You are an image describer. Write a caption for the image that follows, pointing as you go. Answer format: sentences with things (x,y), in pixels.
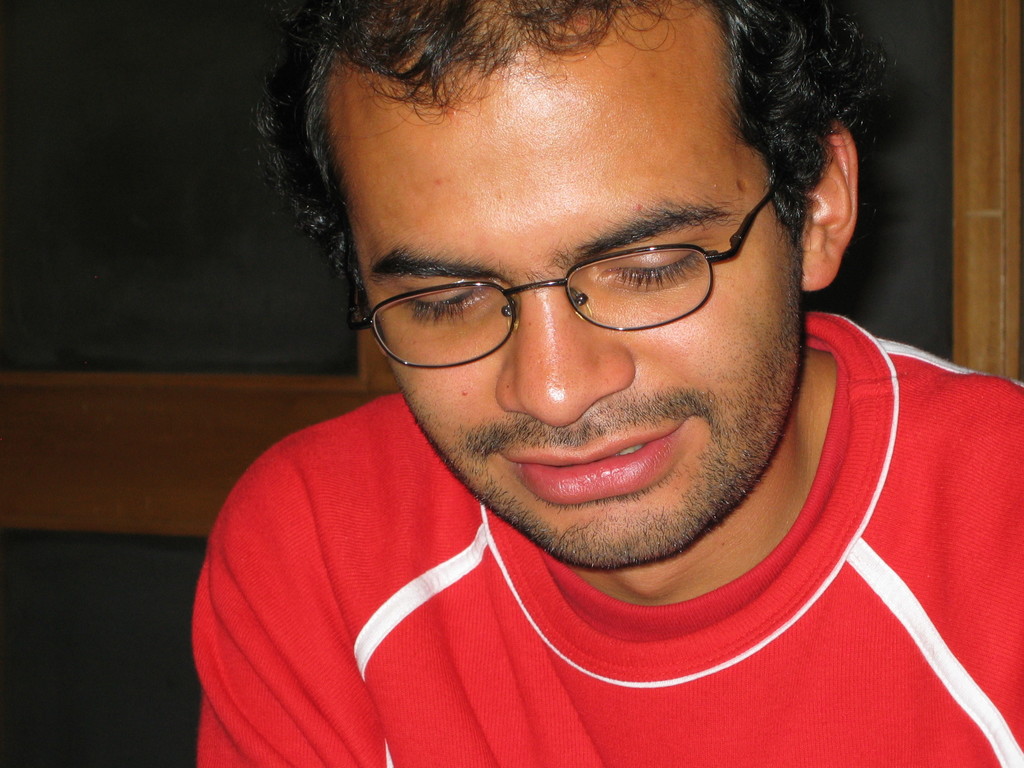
In this picture there is a person (697,628) wearing red color T-shirt (808,673) is having spectacles (571,301) and there are some other objects (293,239) behind him.
